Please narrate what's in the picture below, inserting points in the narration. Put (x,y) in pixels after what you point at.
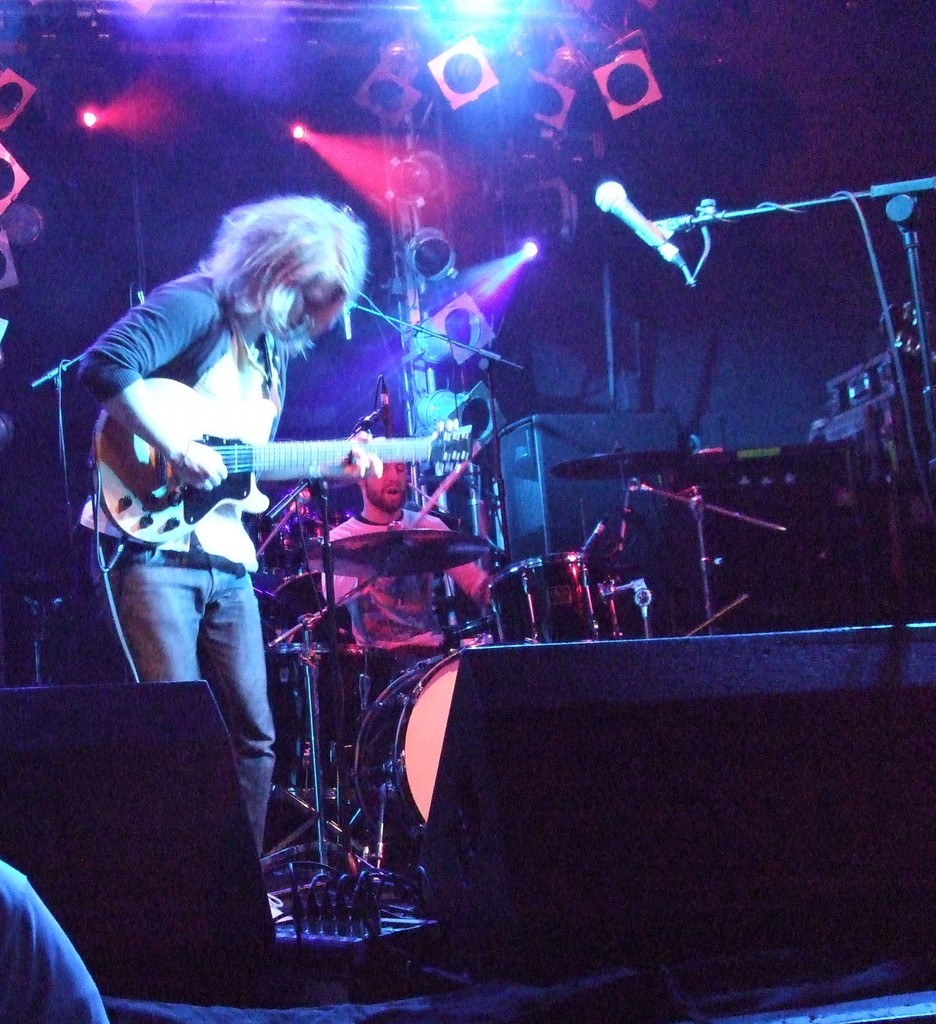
In this picture there are two people (181,440) playing musical instruments (162,499) and we can see devices (548,742). In the background of the image (337,164) we can see focusing lights (364,166).
